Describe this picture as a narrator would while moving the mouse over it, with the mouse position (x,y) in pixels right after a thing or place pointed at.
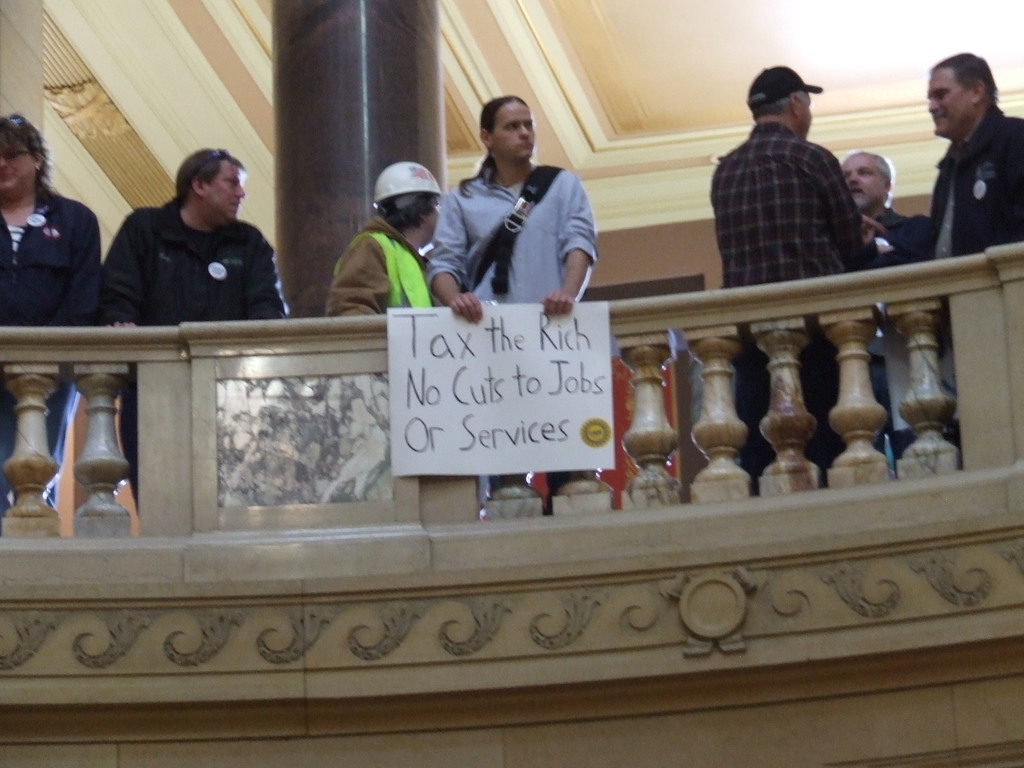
In this image I can see in the middle (543,283) a person (558,292) is standing by holding the placard (468,419). Few people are standing around him, in the middle (637,310) it looks like a railing (361,539).
